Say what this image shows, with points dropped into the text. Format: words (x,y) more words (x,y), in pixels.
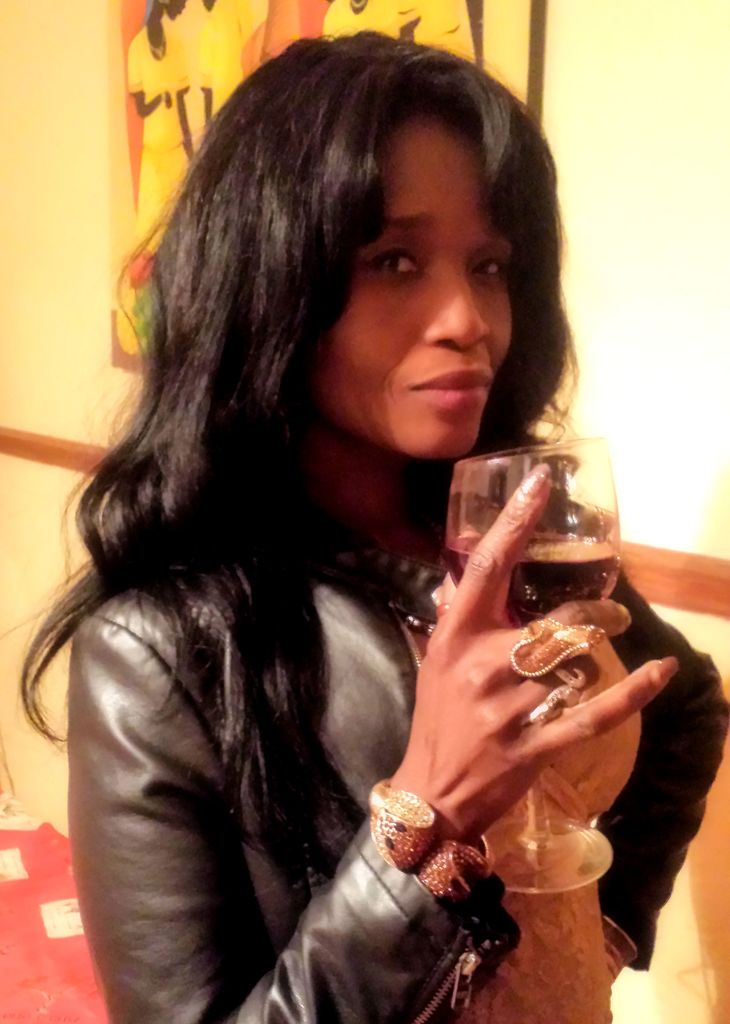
There is a woman (311,795) standing, wearing a leather jacket (225,802). She is holding a wine glass (534,564) with wine (519,580) in it. At background (122,189) there is a poster (138,139) which is attached to the wall (66,128).
